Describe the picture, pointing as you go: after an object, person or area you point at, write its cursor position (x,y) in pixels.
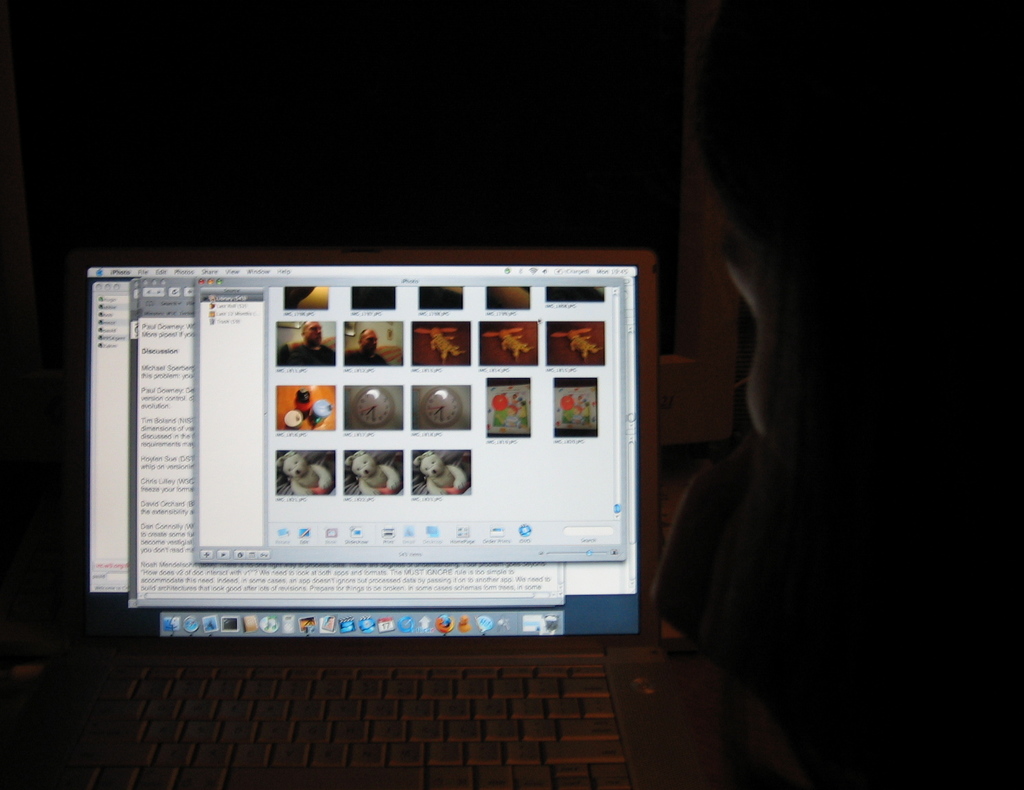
In the image there is a person (673,553) working with the laptop (433,377) and behind the laptop (335,400) there is a wall (722,337).
